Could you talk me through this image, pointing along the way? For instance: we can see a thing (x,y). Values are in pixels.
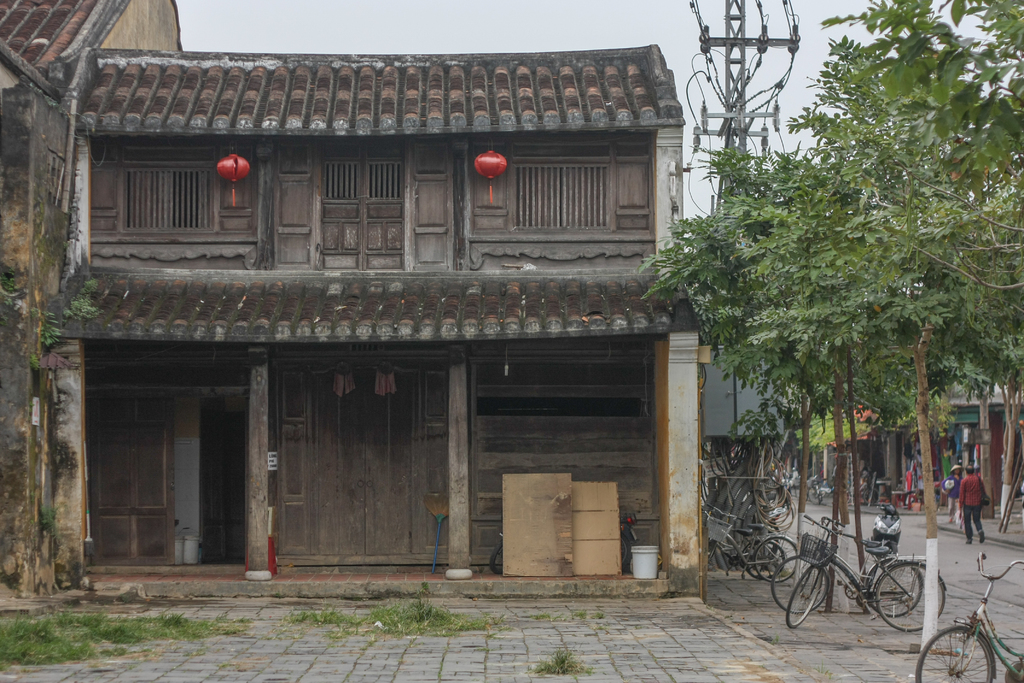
In this image, we can see a few buildings (229,293). We can see some objects (543,515) like a broomstick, a bucket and some wood (558,522). We can see the ground (686,628). We can see some grass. There are a few trees (838,542). We can see some bicycles (893,568) and a vehicle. There are a few people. We can see a transformer (740,129) with some wires (777,86) and we can see the sky (640,7).
